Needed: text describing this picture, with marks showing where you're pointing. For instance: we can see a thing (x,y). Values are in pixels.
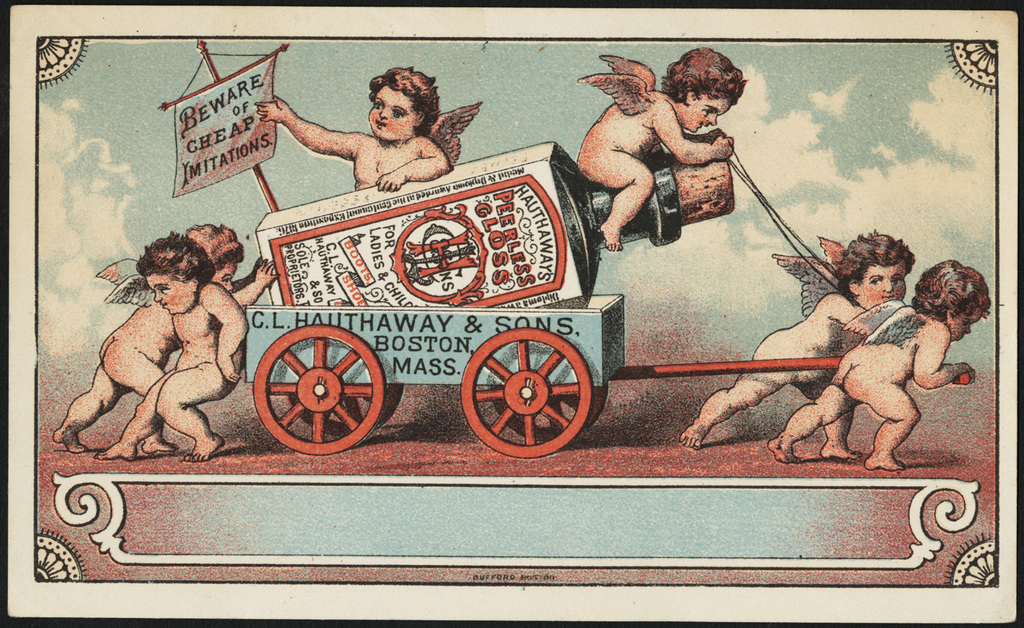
This picture consists of children's (891,293) visible in front of the vehicle (292,329) and some children (719,142) sat on vehicle (535,325), on vehicle (358,316) I can see text (263,315) and a notice paper (239,80) attached, in the background (139,109) I can see the sky (139,109) and this is an edited image.
